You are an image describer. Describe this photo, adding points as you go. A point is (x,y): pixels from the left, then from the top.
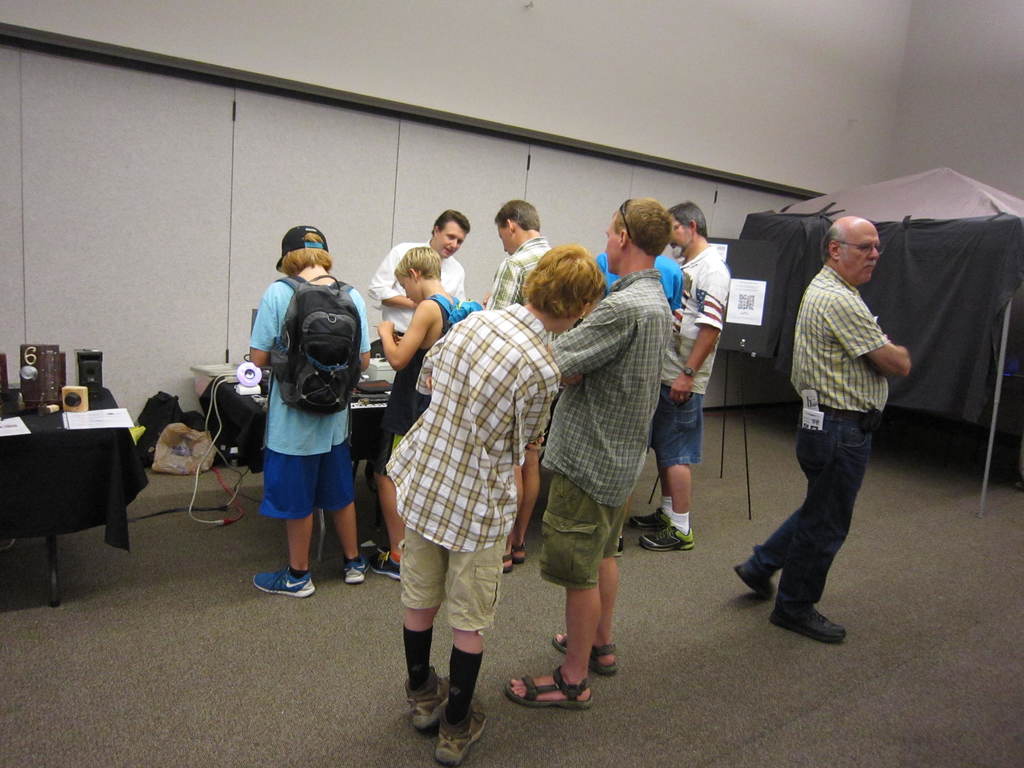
There are group of people (513,379) standing in this image. At the right side (982,281) there is a black colour tent (978,266). In the background (633,78) there is the wall (598,76). At the left side (90,435) there is a table (90,428) and speaker (75,388) on the table (54,455) which is covered with a black colour cloth (63,486). In the center (342,329) man (261,326) wearing a blue colour shirt (272,333) is wearing a black colour bag (328,329).
